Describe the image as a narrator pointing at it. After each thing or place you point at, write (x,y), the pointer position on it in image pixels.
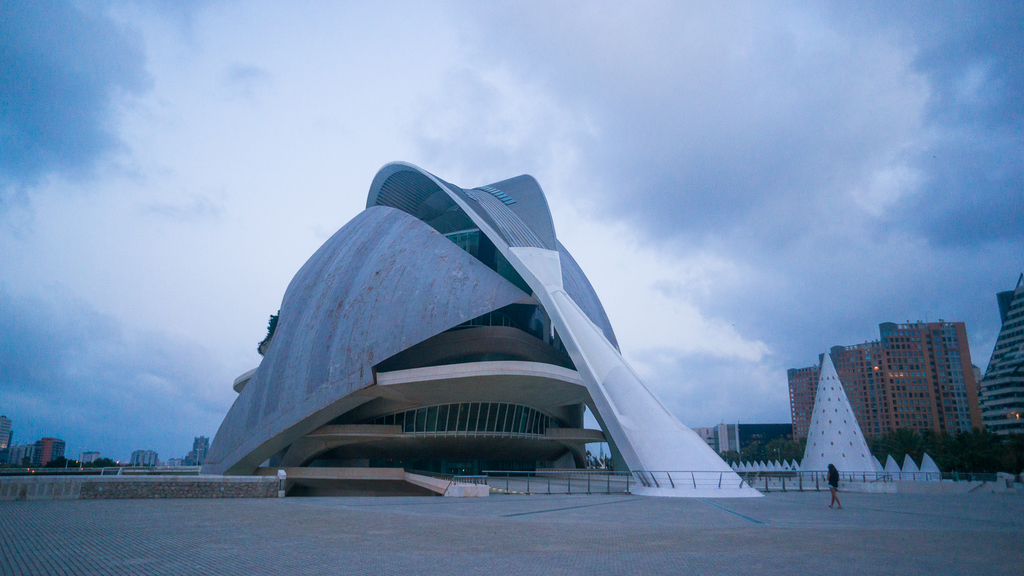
In this image I can see buildings (869,388), a person (834,469) on the ground (834,509), fence (644,488) and other objects (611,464) on the ground (825,547). I can also see trees (968,447) over here. In the background (738,161) I can see the sky (757,172).
